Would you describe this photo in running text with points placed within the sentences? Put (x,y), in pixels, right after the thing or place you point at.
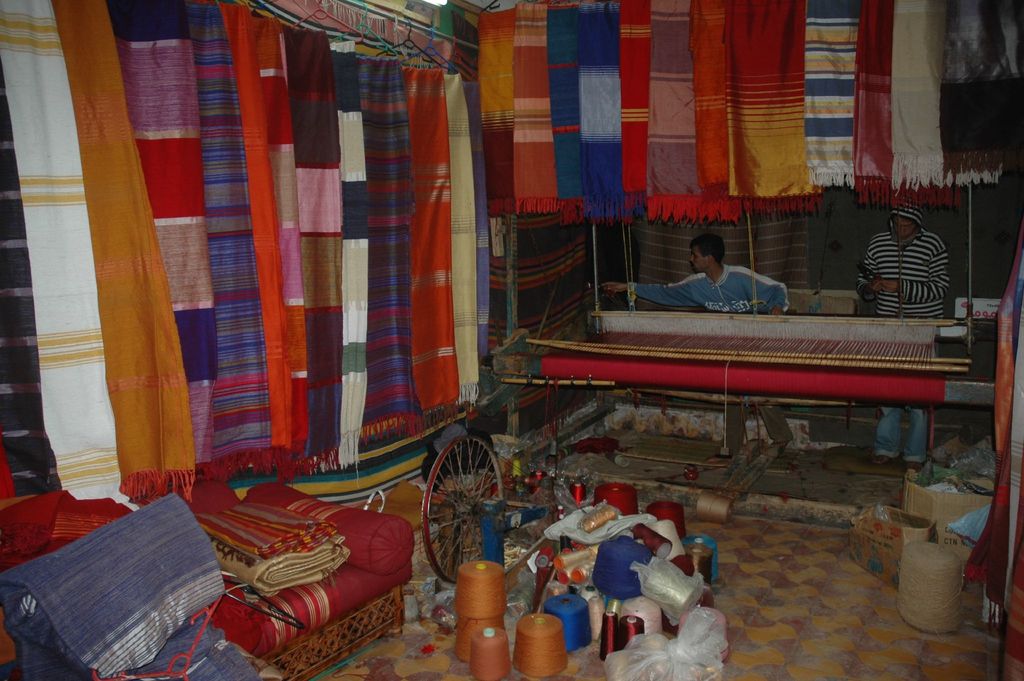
In this image I can see few clothes (450,241) in multicolor. In front (622,646) I can see few threads (478,661) in different color. Background (732,303) I can see few persons (695,245) standing and the person (756,298) at left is wearing blue and white color dress (716,306) and I can also see few cardboard boxes (899,519).
